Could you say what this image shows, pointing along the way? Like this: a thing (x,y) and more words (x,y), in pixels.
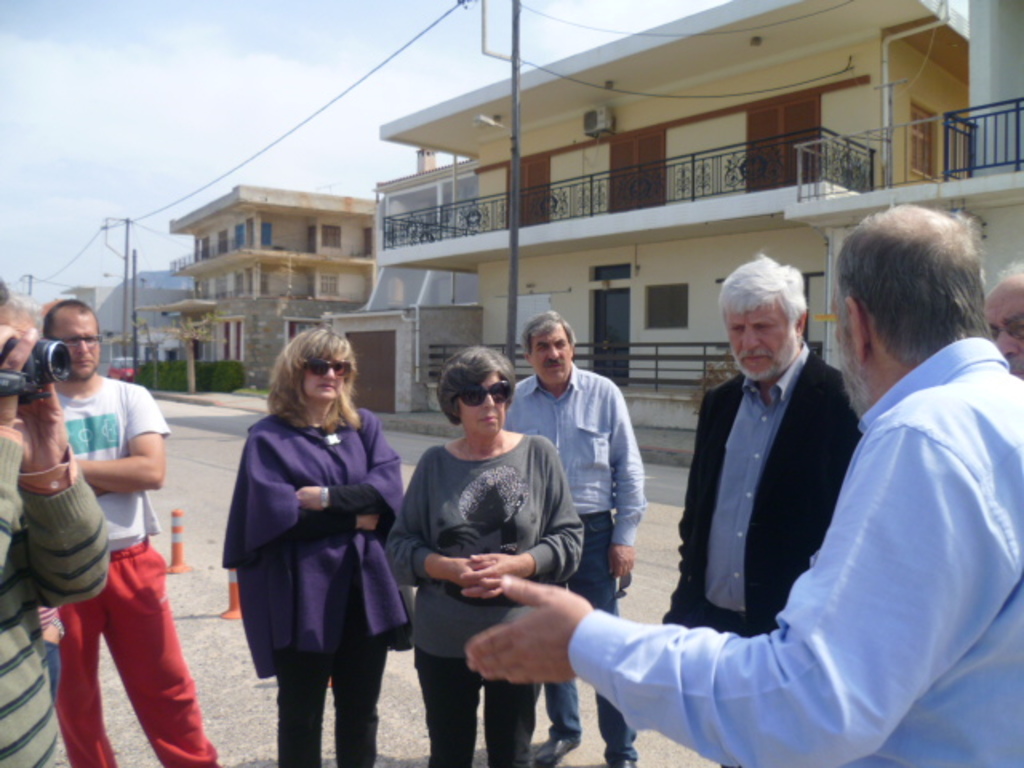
In the foreground of the image (499,398) there are people (152,450) standing. In the background of the image (246,260) there are houses (316,221), electric poles (131,221). At the top of the image (266,111) there is sky (211,39), clouds (187,103). At the bottom of the image (248,738) there is road (665,758). To the left side of the image (14,344) there is a person (0,300) holding a camera (41,381).
